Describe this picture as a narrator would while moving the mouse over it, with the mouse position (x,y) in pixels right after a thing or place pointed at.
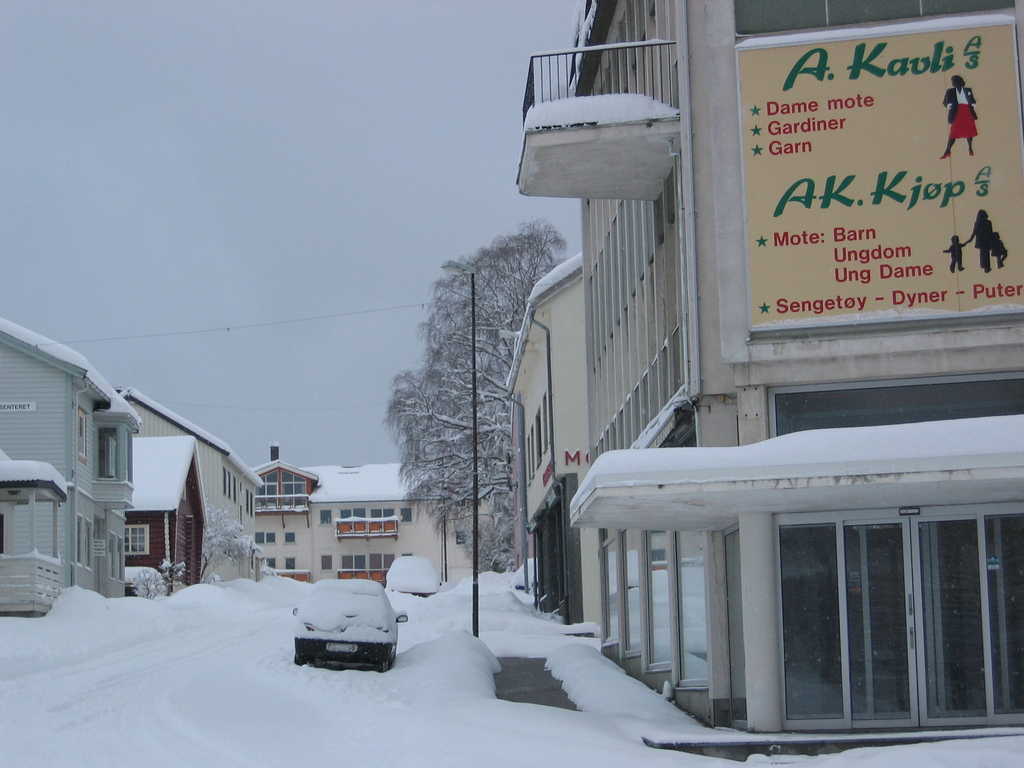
In this image, we can see buildings (537,520), trees (488,445) and poles (475,401) and we can see a board (865,207) on the wall (731,140). At the bottom (207,681), there are cars (350,654) on the snow (383,711) and the cars (349,599) are also covered with snow (372,592).
